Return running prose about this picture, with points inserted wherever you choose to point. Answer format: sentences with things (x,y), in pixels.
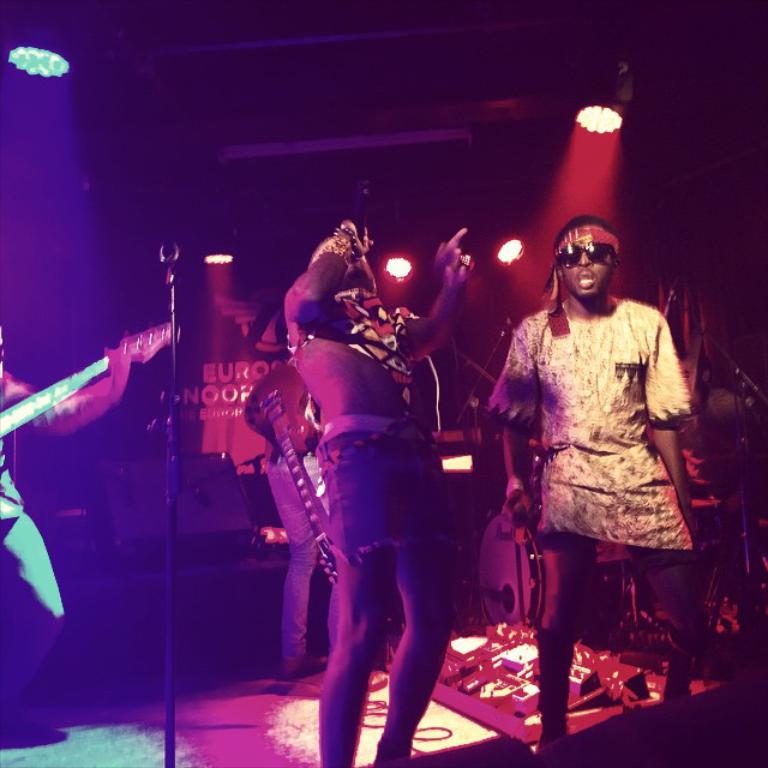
In the picture I can see four persons (549,399) standing on the stage (134,642). There is a man (391,377) in the middle of the image (355,327) is singing on a microphone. I can see two men (277,427) playing the guitar (139,361). There is another man (673,461) on the right side (664,439) and looks like he is standing in front of the drum kit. There is a lighting arrangement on the roof (280,78).
